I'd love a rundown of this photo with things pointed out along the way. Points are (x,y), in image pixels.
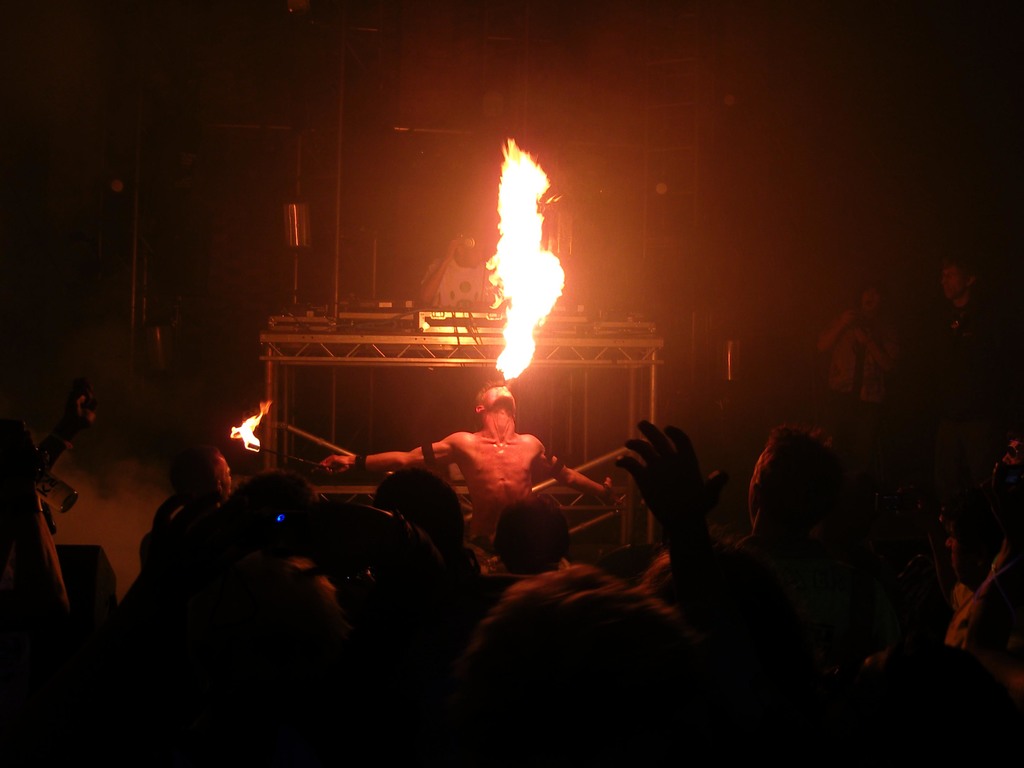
In this image we can see a man (403,455) blowing fire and persons (434,561) standing on the ground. In the background (316,340) we can see an iron grill (335,344).
